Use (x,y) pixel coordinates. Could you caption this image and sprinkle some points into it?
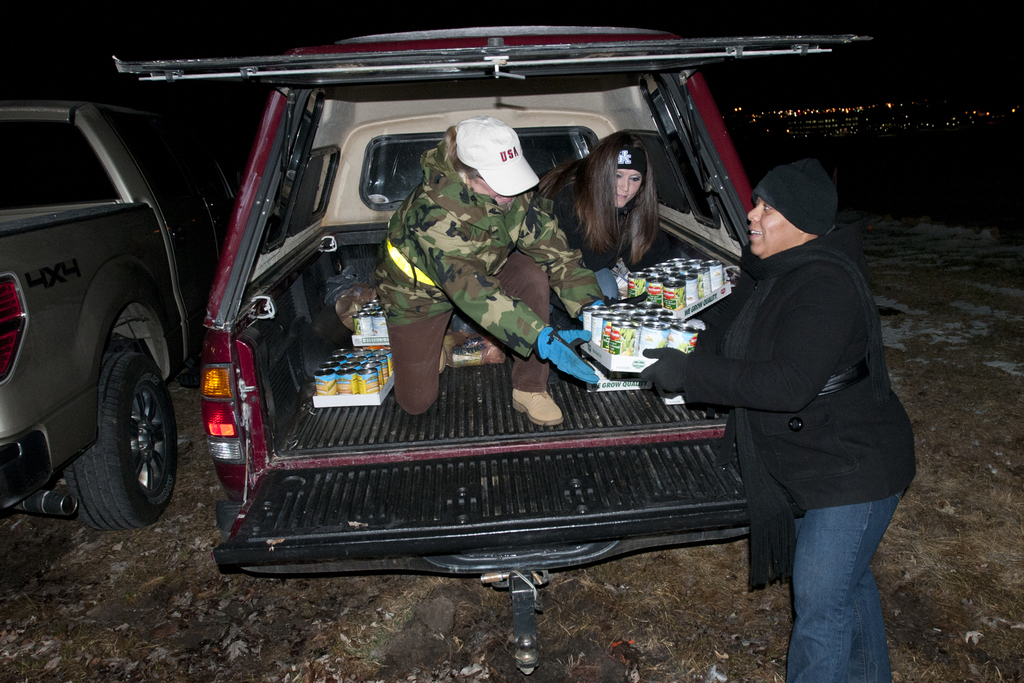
In this picture there is a car (421,138) at the center of the image (545,333), there are two girls (565,291) in the car (718,178) and they are shifting the stock (590,324) from the car (592,447) and giving it to the lady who is standing outside the car (728,157) and it is a night time.
